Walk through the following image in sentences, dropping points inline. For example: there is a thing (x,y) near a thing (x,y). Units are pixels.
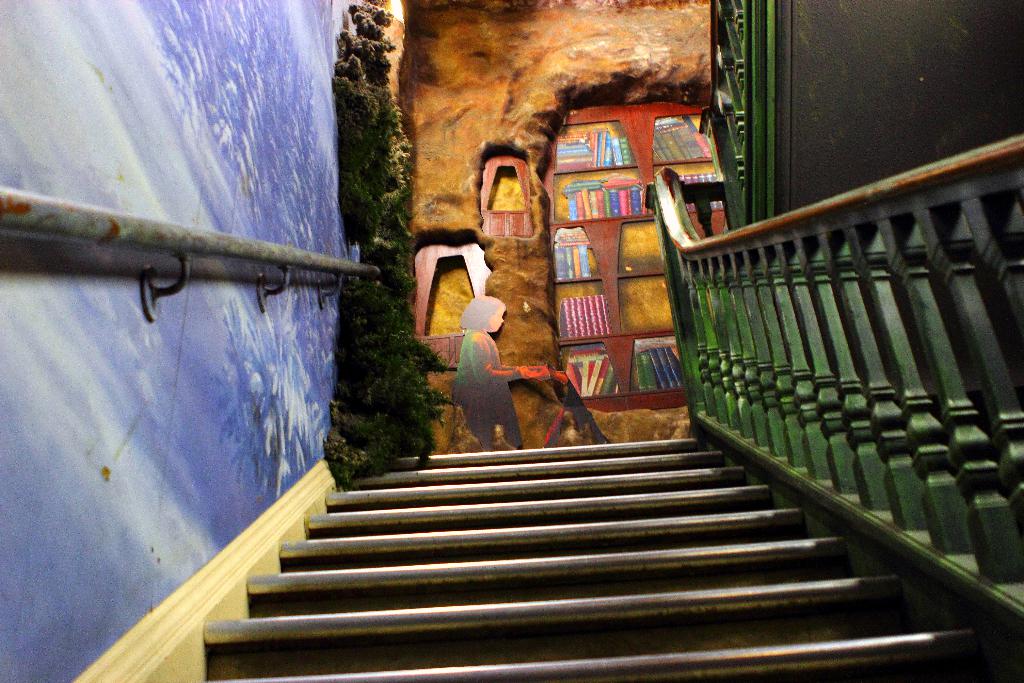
At the bottom (739,590), we see the staircase (807,594). On the right side (810,282), we see the stair railing (806,274). On the left side (203,204), we see a wall (106,370) in blue color. Beside that, we see a plant pot (376,296). In the middle (451,332), we see a wall (489,113) on which the posters (467,388) or the stickers (487,309) of the girl (473,422) and the books (592,298) are placed.
